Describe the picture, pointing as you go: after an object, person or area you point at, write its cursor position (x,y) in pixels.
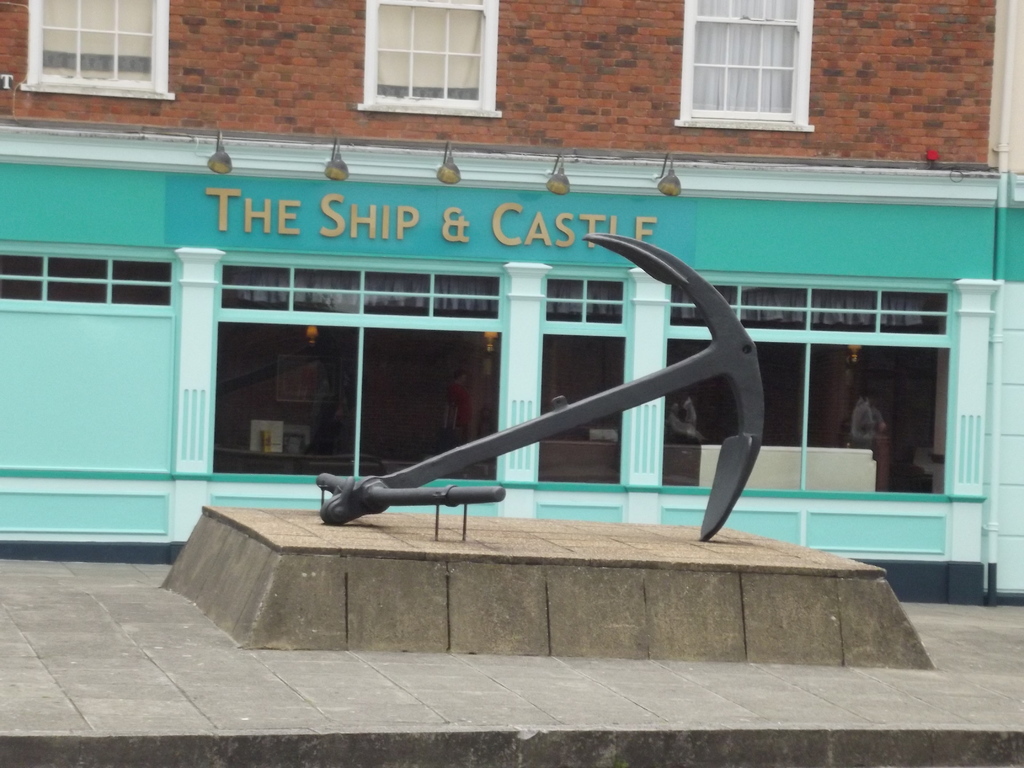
In this image I can see the ground (206,633) and a statue (738,333) of a tool (443,494) which is black in color. In the background (478,435) I can see a building (630,375) which is brown, black and blue in color and I can see few windows (116,38) of the building (347,43) which are white in color.
